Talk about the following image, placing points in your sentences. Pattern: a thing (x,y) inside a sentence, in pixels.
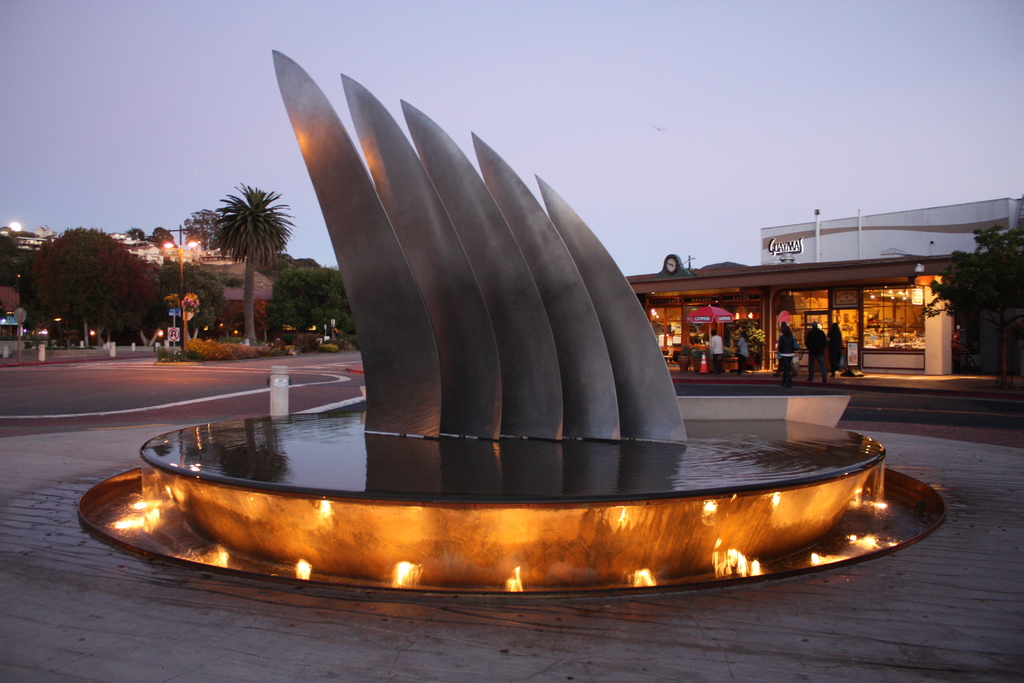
In this image, we can see architecture (490,344), water (420,454), lights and path (416,600). Background (103,311) we can see trees (143,333), houses (942,327), poles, lights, roads (20,376), people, plants (178,359), umbrella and few objects (691,366). Top of the image (545,87), we can see the sky (508,102).
